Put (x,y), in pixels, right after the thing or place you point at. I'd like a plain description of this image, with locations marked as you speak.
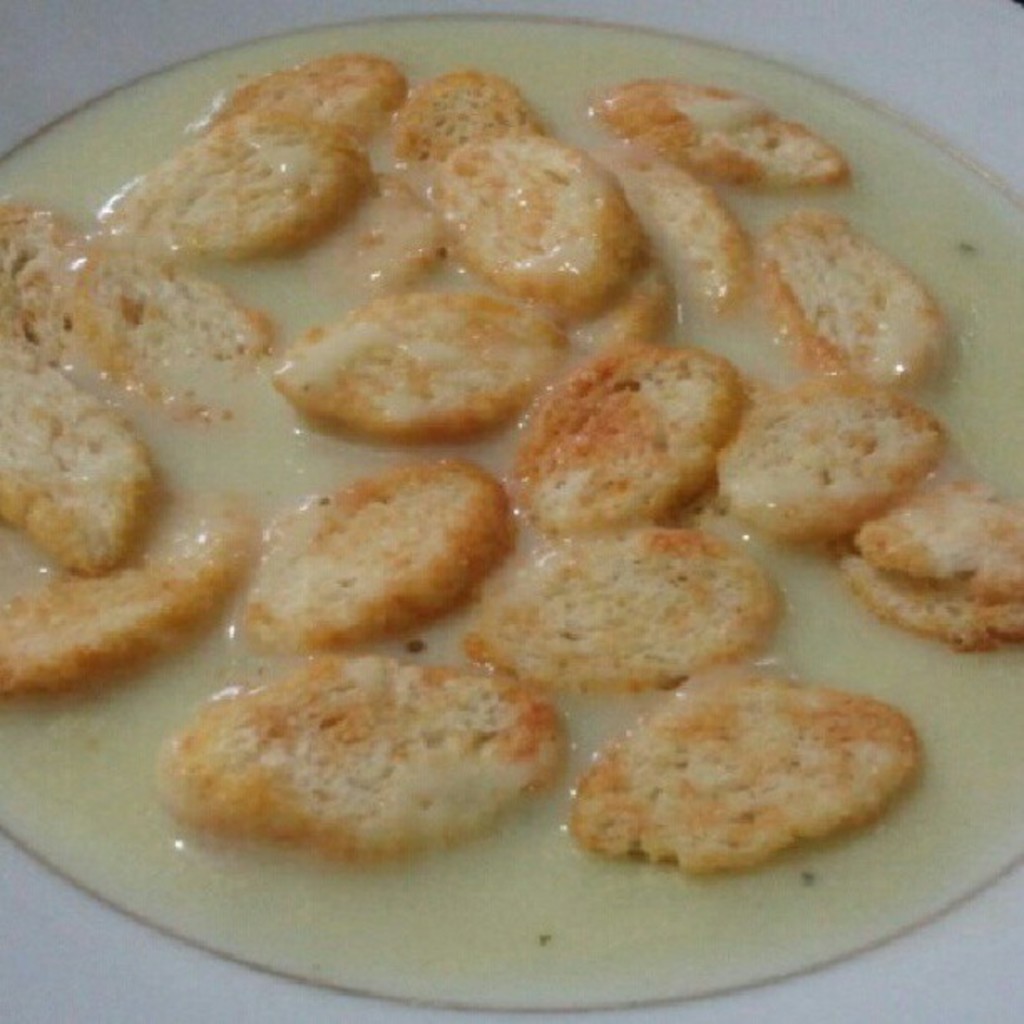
This picture shows some food (550,630) in the bowl (151,1015).
